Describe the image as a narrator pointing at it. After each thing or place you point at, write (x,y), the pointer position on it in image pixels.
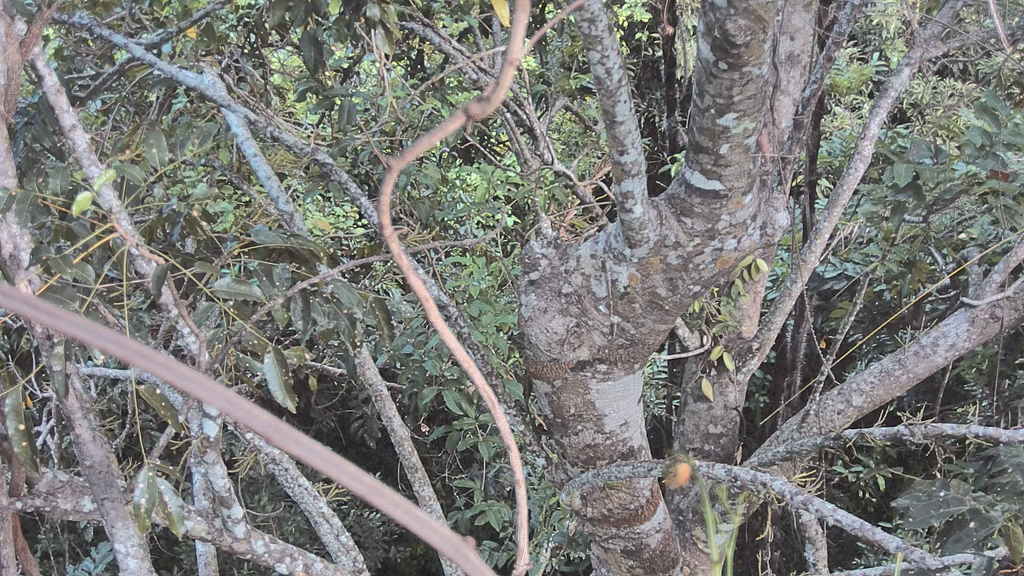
In this image we can see few trees (370,280).
